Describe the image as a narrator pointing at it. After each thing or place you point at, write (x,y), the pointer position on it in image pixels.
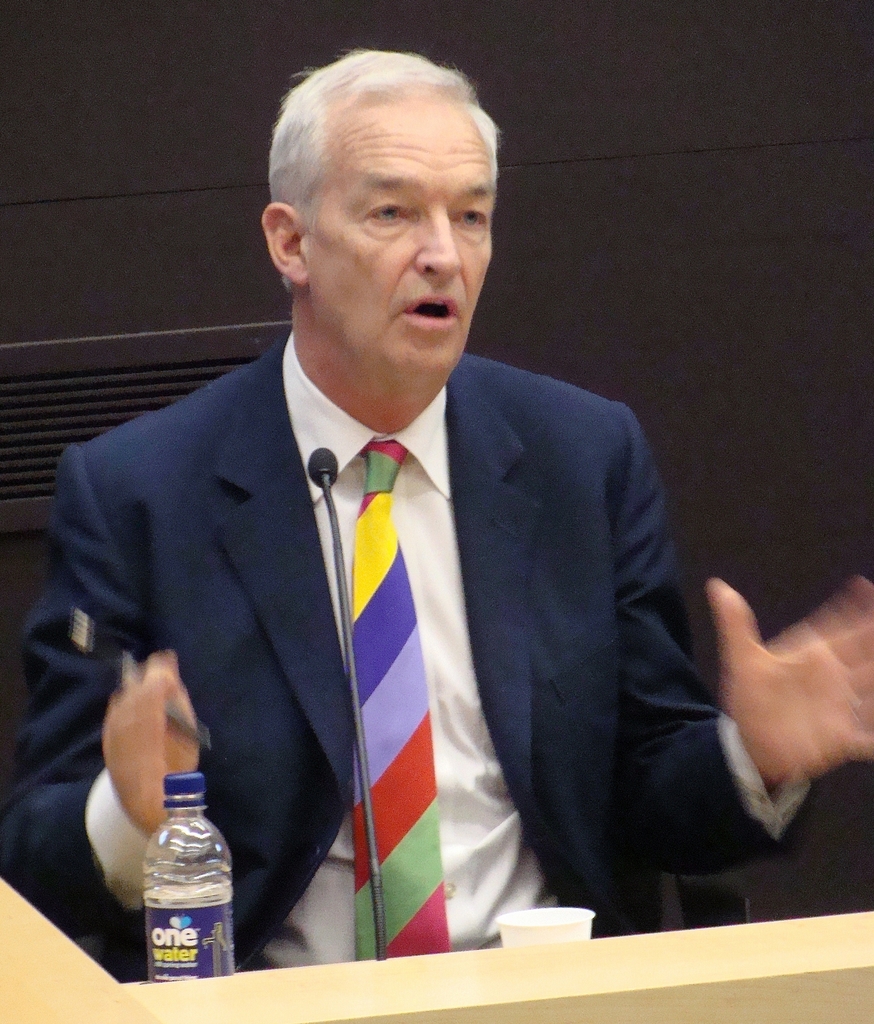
here we see a man (367,893) speaking with the help of a microphone (364,764) by sitting at the desk (155,1009).
